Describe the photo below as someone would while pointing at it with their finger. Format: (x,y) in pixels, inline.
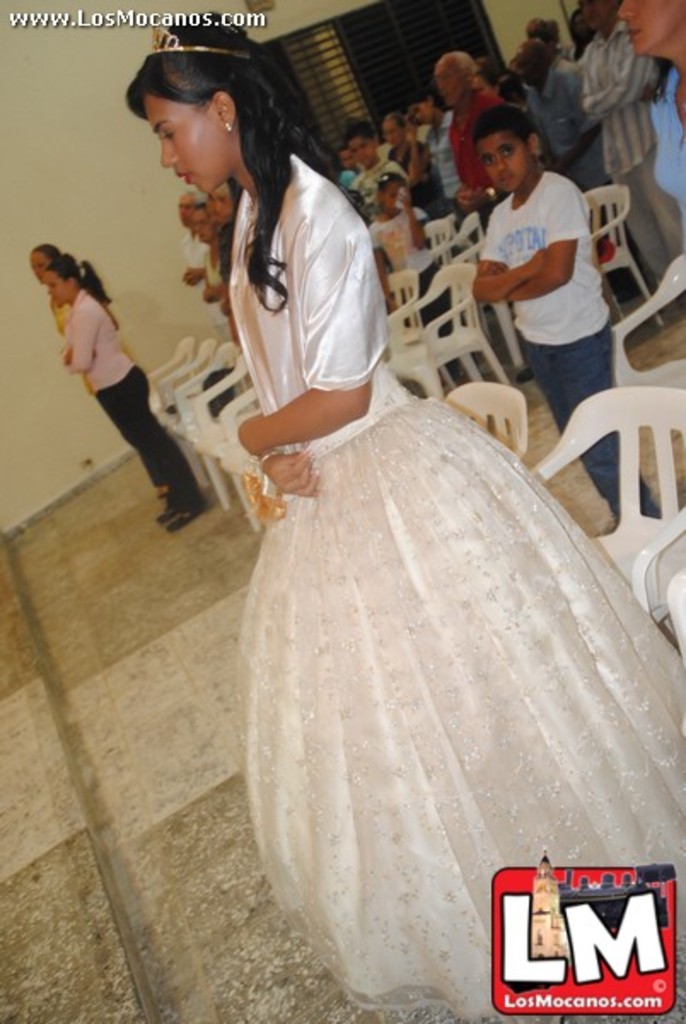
In this image there are people (480,282) standing on a floor (209,610) and there are chairs (644,392), in the background (49,223) there is a wall (208,10), for that wall (540,15) there is a window (358,49), in the top left (221,13) there is text (18,15), in the bottom right (603,1014) there is a logo (569,930).
